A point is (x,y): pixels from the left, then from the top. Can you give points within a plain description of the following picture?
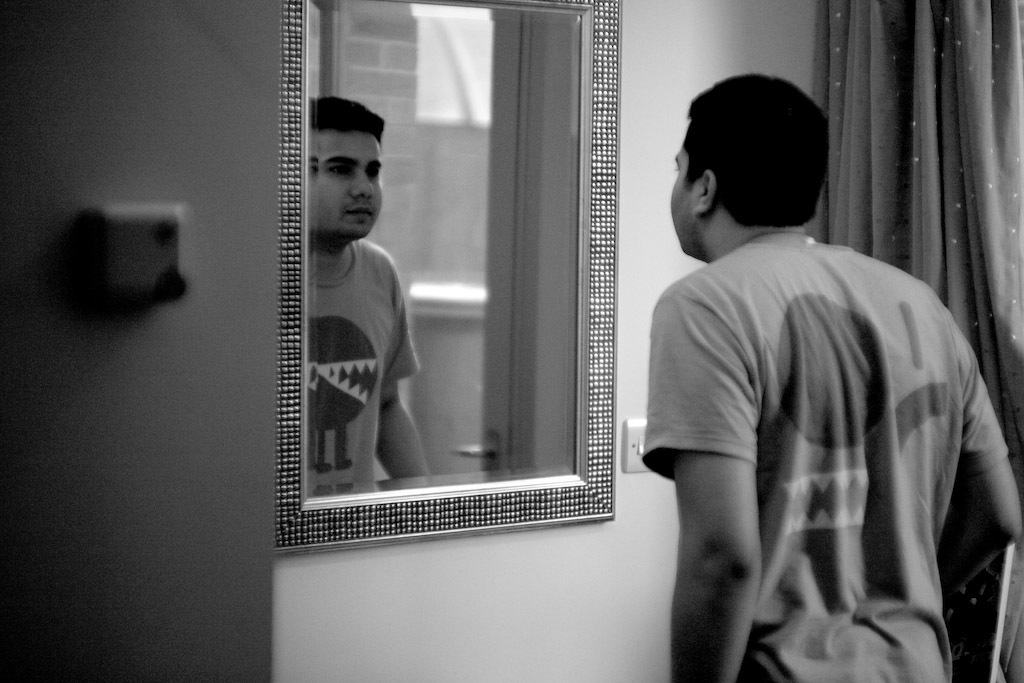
In this image we can see a man (808,309) looking in the mirror (462,241), beside the mirror (399,206) there is a switch board (635,465) to the wall (637,572) and there is a curtain (979,325) beside the man (737,222).
